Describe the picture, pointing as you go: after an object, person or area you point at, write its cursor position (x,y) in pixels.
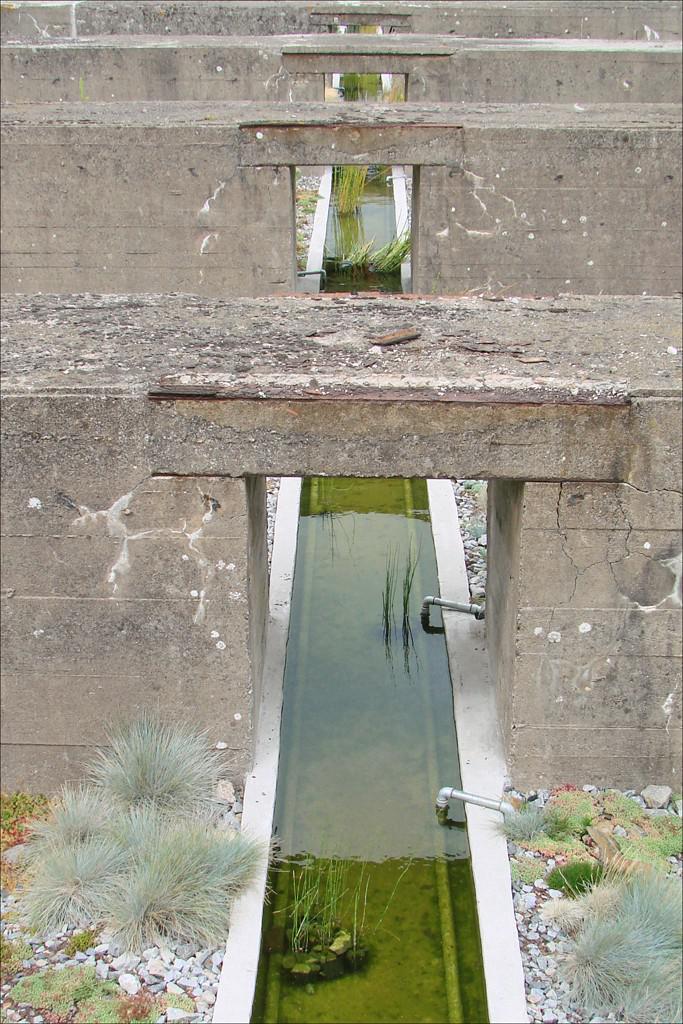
In this picture there is a small water harvest pit (380,883). Above we can see the grey color concrete walls (358,383). In the front (525,923) bottom side there is a white pebbles (546,1002) and some grass (566,970).
